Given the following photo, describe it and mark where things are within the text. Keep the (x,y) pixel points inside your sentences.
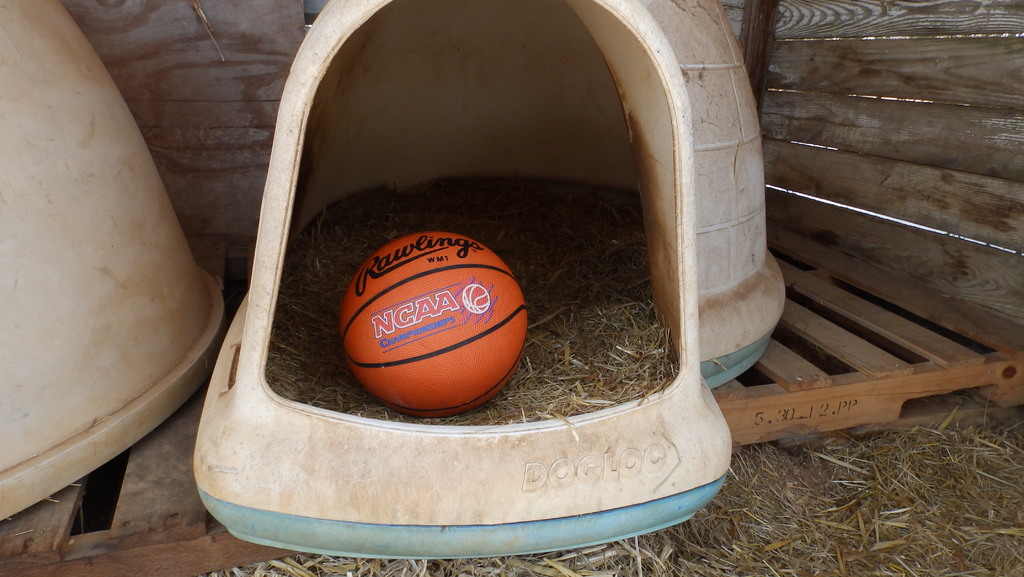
There is an orange color ball (455,301), which is on the grass (620,387), which is in the white color object (684,446) which is arranged on the wooden floor (899,367), along with other objects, near dry grass (912,495) and a wooden wall (903,129).
